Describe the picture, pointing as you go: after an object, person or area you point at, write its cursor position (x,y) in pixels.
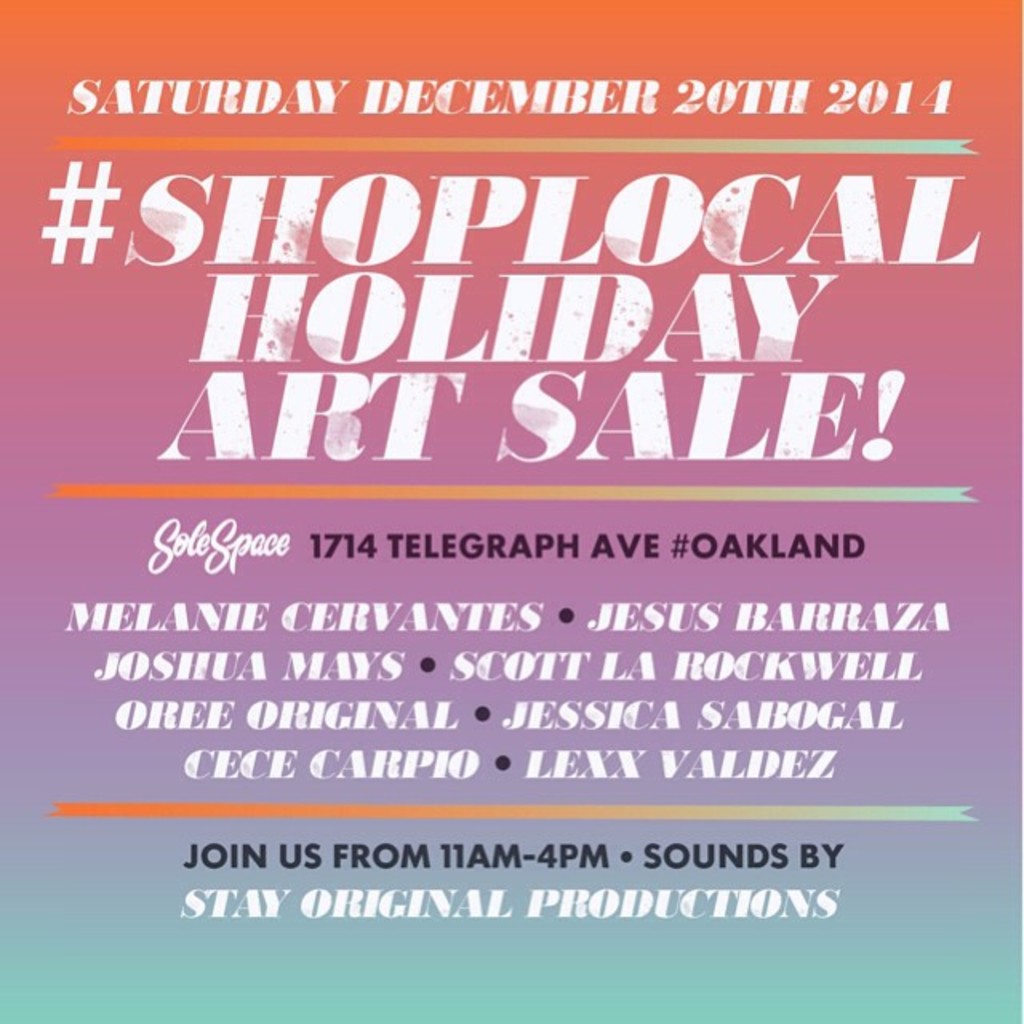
In this image, there is an advertisement (478,56) contains some text (456,209).
